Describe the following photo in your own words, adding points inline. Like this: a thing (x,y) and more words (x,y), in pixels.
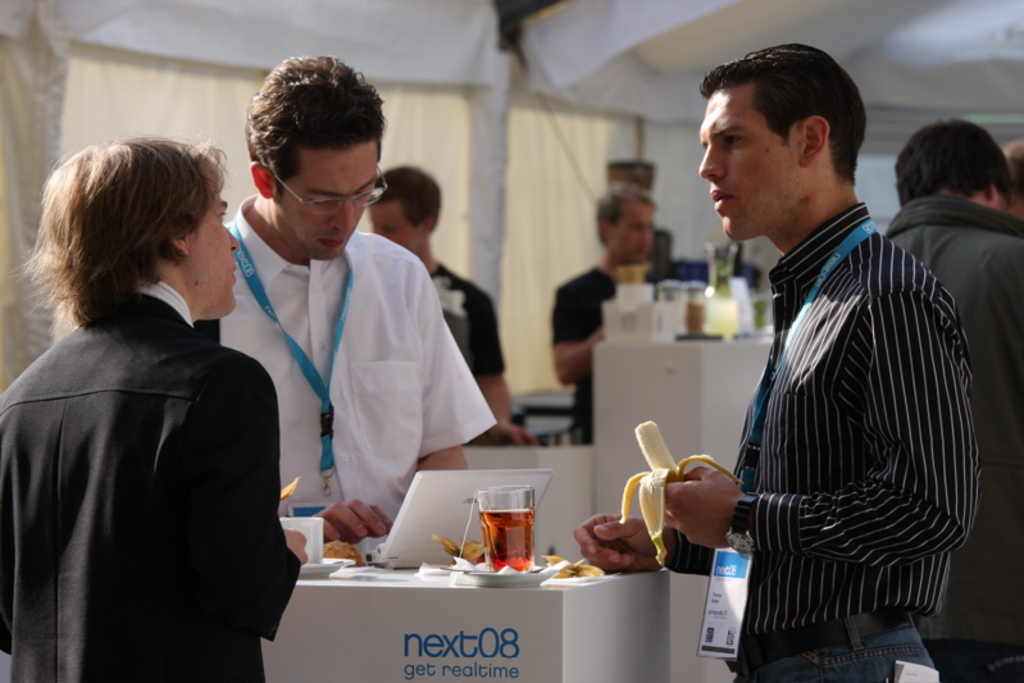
In this image there are some persons (867,303) who are standing, in the foreground (378,475) there is one person (366,461) who is standing and he is looking in to laptop (445,501). At the bottom (465,599) there is a table (434,599), on the table (632,591) there is a laptop (432,484), glass (507,561), saucer (491,586), cups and some objects (471,544). On the right side (729,497) the person (844,431) who is standing and he is holding a banana (659,460). And in the background (633,464) there are some tables (662,342), on the tables (611,374) there are some bottles (683,288) and there are some tents (517,109).
